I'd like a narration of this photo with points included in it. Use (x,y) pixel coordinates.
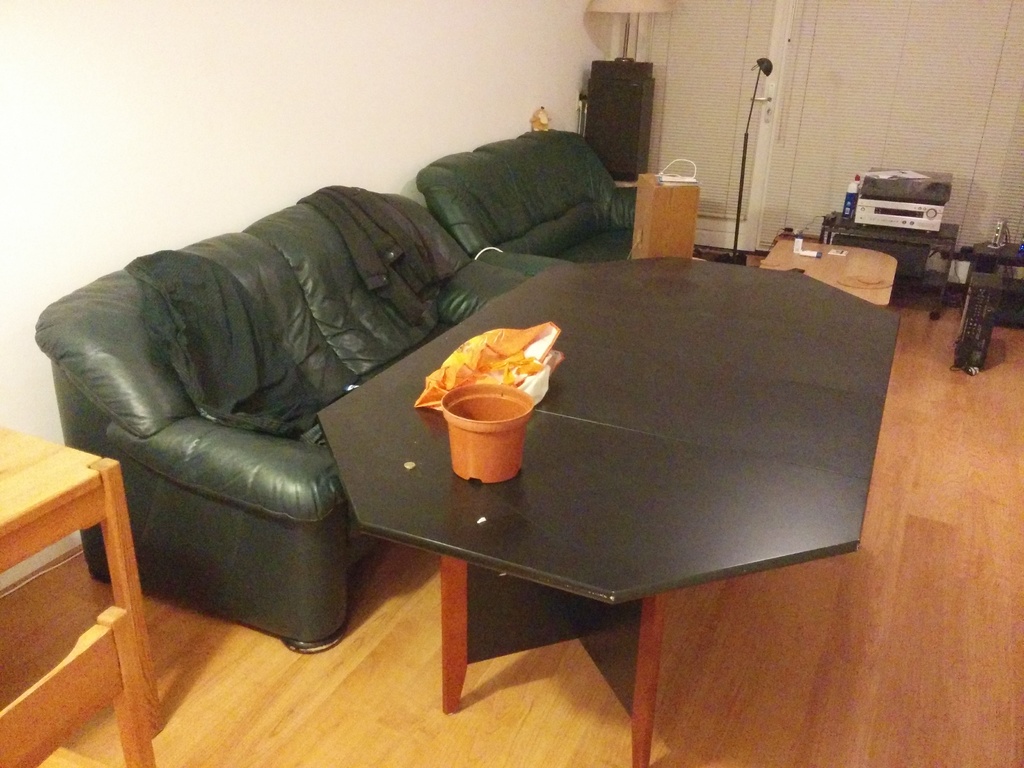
In this image i can see a couch (336,359), table (659,289) and some electronic products (894,205) at the right side of the image (866,208).
